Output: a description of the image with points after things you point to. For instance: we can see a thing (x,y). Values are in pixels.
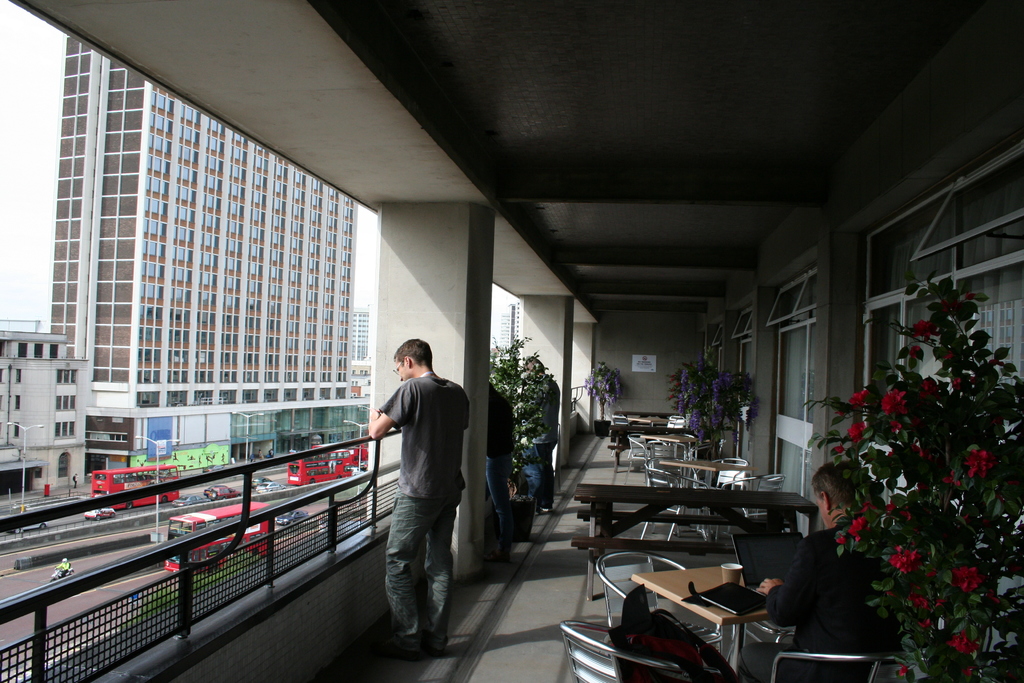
In this image I see 3 persons (551,406) who are standing near to the fence (14,642) and there is a plant (496,375) over here and I see another person (767,648) sitting on this chair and there is a laptop (753,570) in front of him and a cup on this table (713,579). I also see there are lot of chairs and tables (758,515) and I see few more plants (602,394) over here. In the background (37,480) I see the buildings (62,477), vehicles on the road (21,583) and the street lights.
